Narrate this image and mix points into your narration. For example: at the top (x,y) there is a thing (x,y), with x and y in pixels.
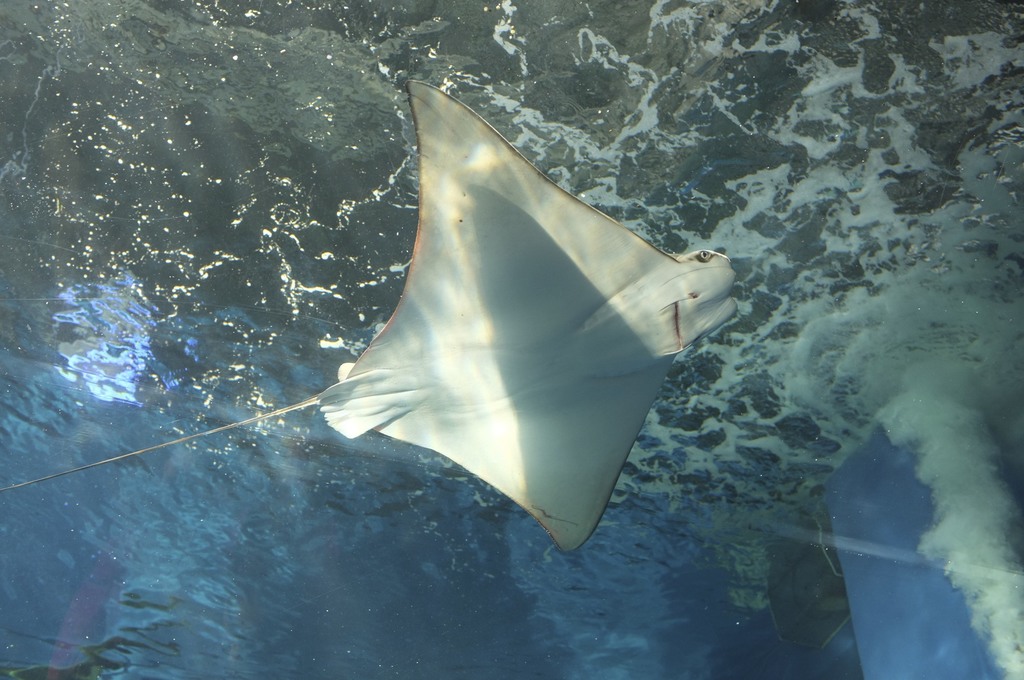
In the image we can see there is an aquatic animal skate (525,378) in the water (375,446).
